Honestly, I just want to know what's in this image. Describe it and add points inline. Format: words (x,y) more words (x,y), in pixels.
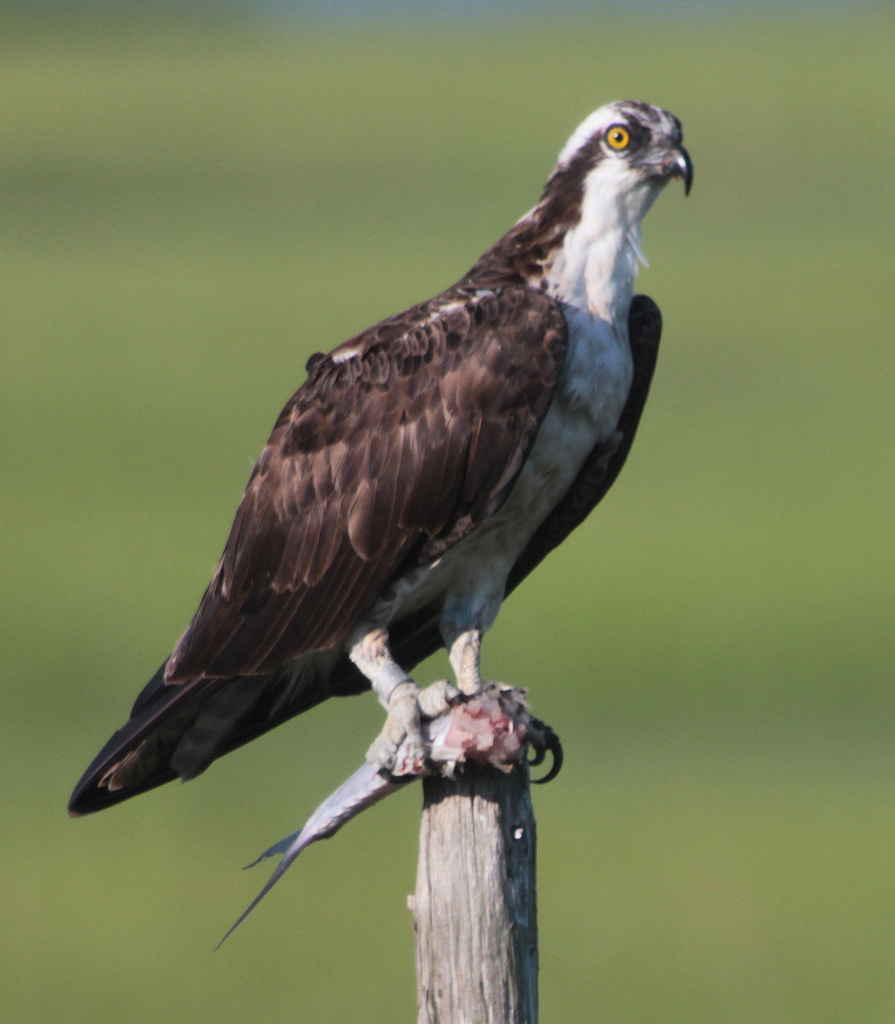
In this picture there is a bird (439,616) on the pole (493,918) and holding the fish (471,760). At the back (850,154) the image is blurry.
